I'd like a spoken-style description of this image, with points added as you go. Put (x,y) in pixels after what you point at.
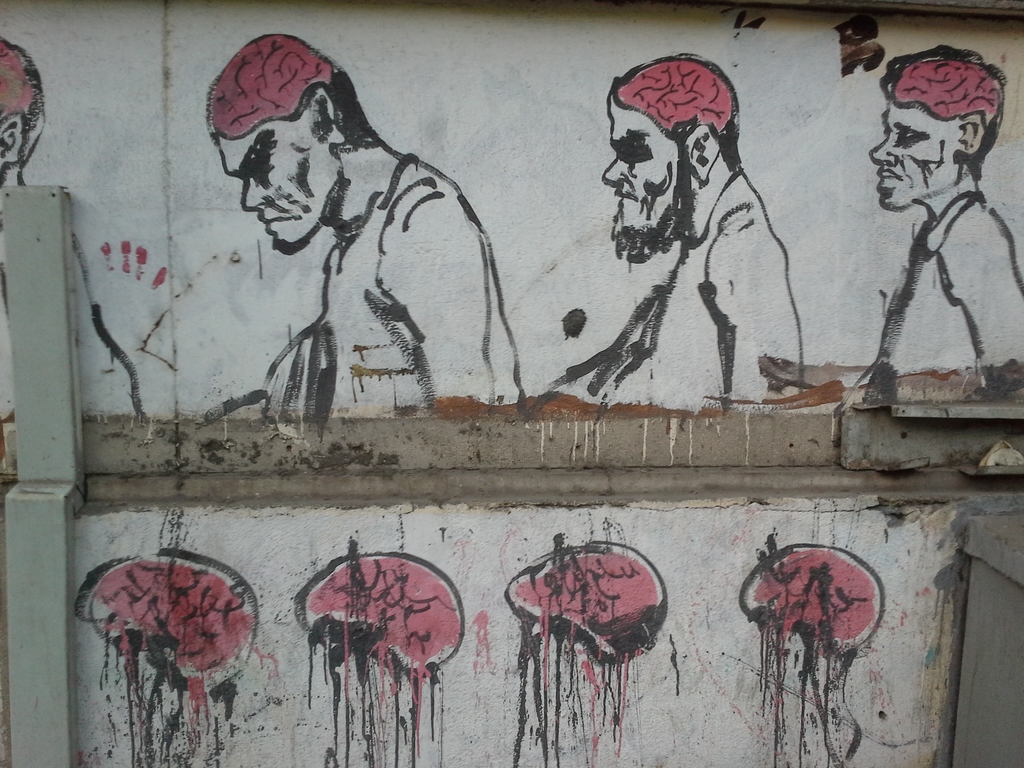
In this image in the center (613,298) there is a wall (703,206) and on the wall (353,221) there is some drawing (343,373), on the left side (14,283) there is one pole (62,525).
